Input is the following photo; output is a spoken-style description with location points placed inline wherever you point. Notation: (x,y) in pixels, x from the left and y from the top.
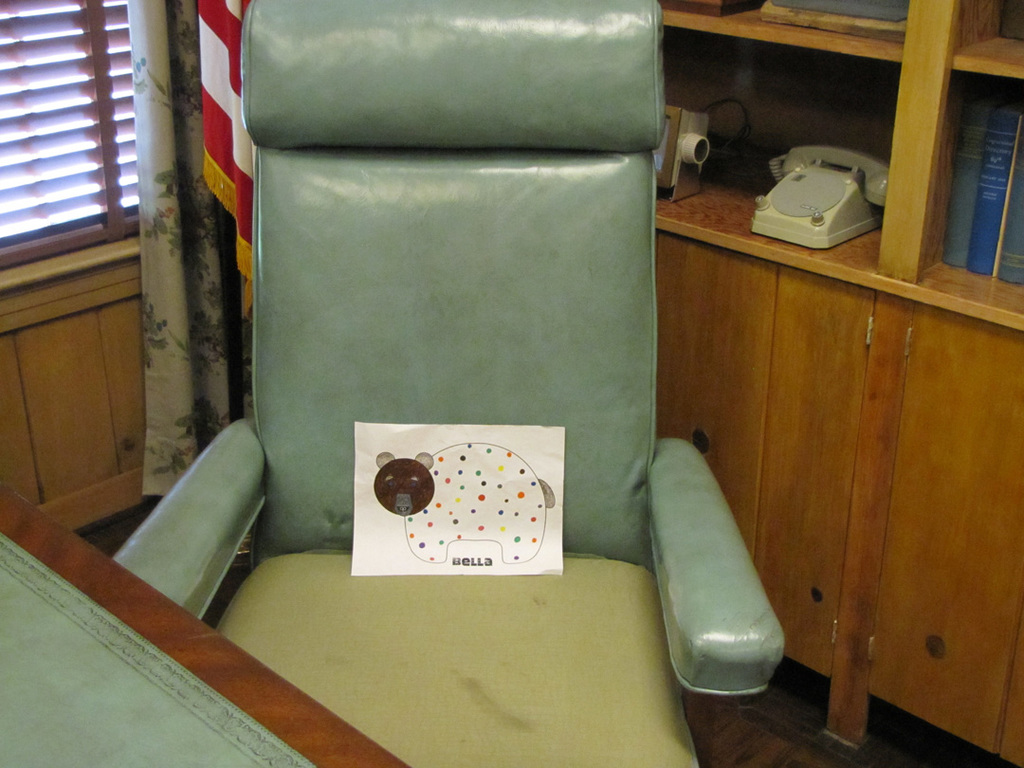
This is an inside view. In the bottom left-hand corner (103,693) there is a table (184,707). Beside there is a chair (623,455). On the chair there is a white paper (418,479) which consists of painting (438,515) of an animal (428,487). On the right side (824,232) there is a cupboard (880,434) in which a telephone (838,201) and some other objects (692,144) are placed. On the left side (193,356) there is a curtain (181,195) to a window (114,144).
